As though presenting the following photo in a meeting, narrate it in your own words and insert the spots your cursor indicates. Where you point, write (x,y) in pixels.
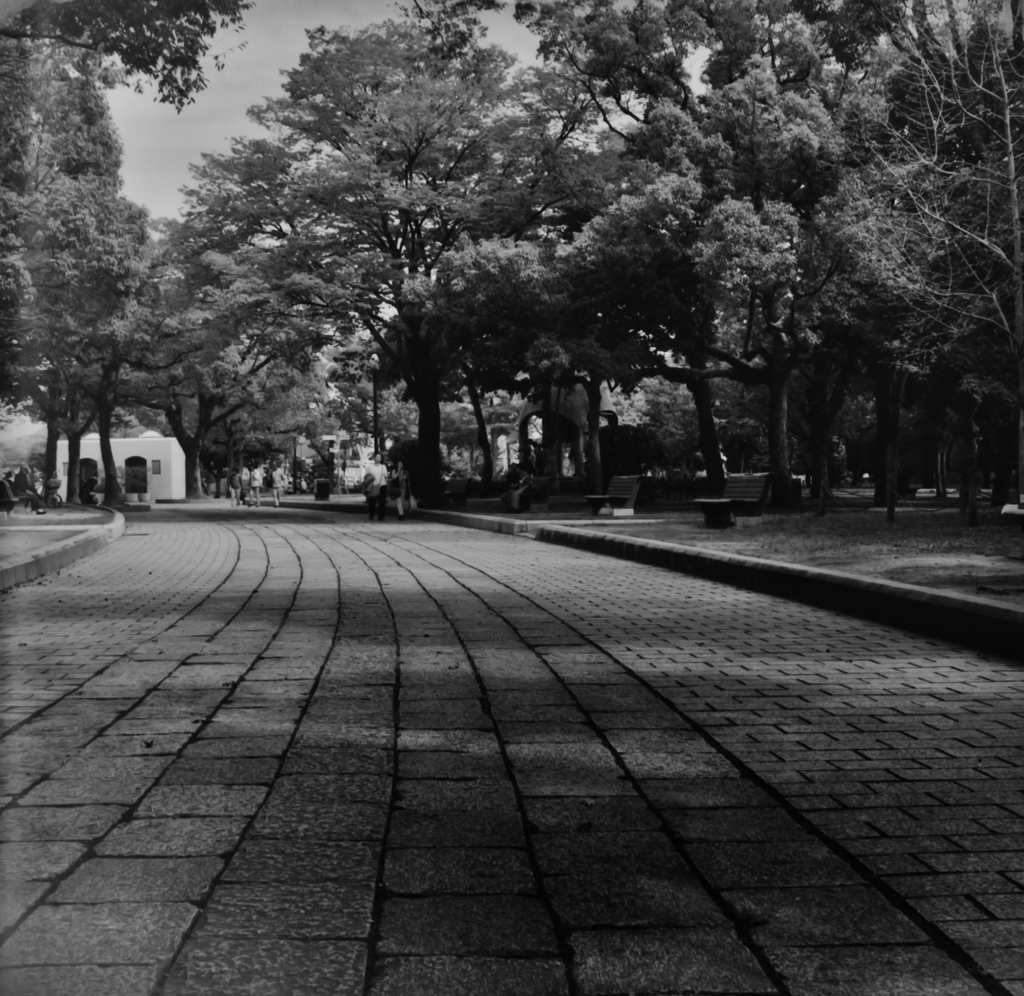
Bottom of the image (16,869) there is road (261,566). In the middle of the image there are some benches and few people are walking. Behind the benches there are some plants (400,439). Top of the image (37,5) there are some trees (168,331). Behind the trees (79,12) there are some clouds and sky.
